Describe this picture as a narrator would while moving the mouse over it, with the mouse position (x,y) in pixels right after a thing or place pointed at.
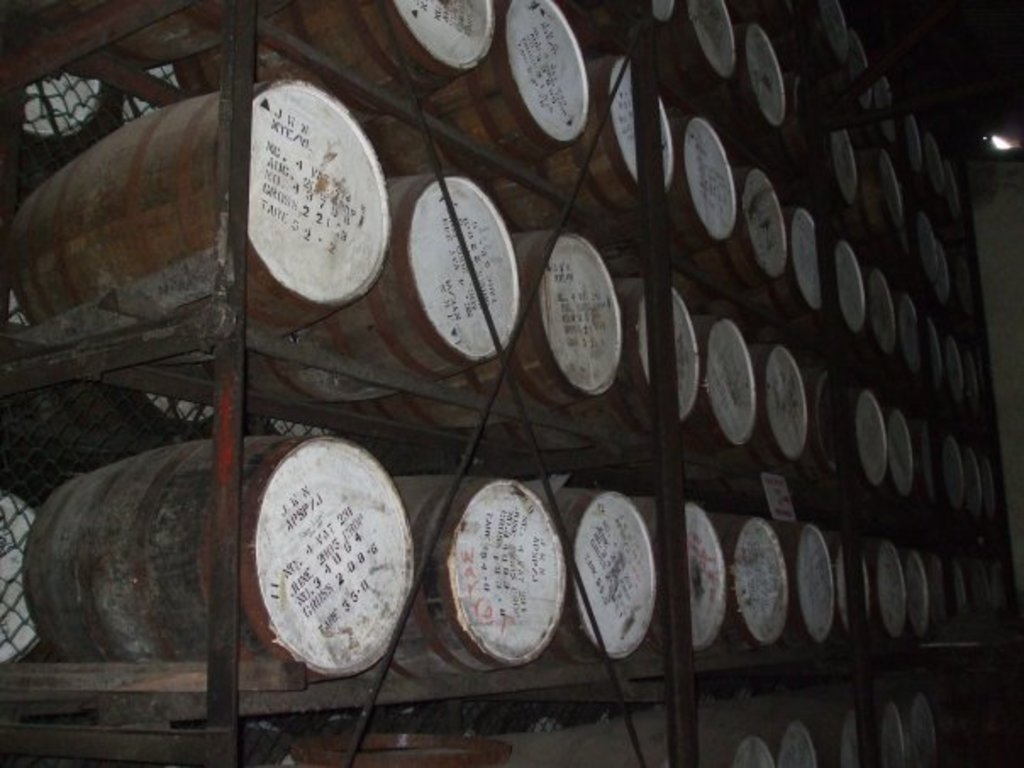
In this image we can see barrels (697,416) on the racks (93,15).
